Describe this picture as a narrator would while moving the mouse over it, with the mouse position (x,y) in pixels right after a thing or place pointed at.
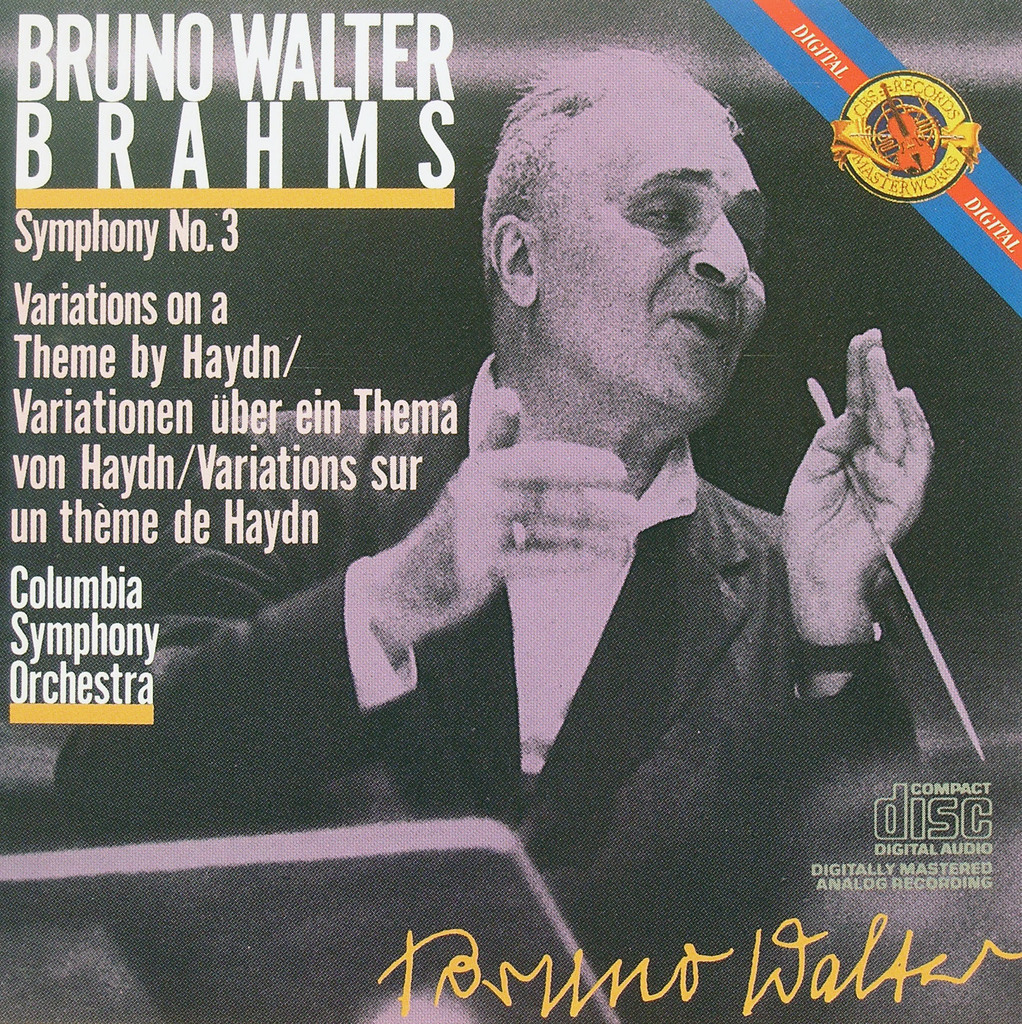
In this image we can see a person (878,438) holding a stick (894,569). We can also see some text (220,492), a logo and the signature (661,997) on this image.
